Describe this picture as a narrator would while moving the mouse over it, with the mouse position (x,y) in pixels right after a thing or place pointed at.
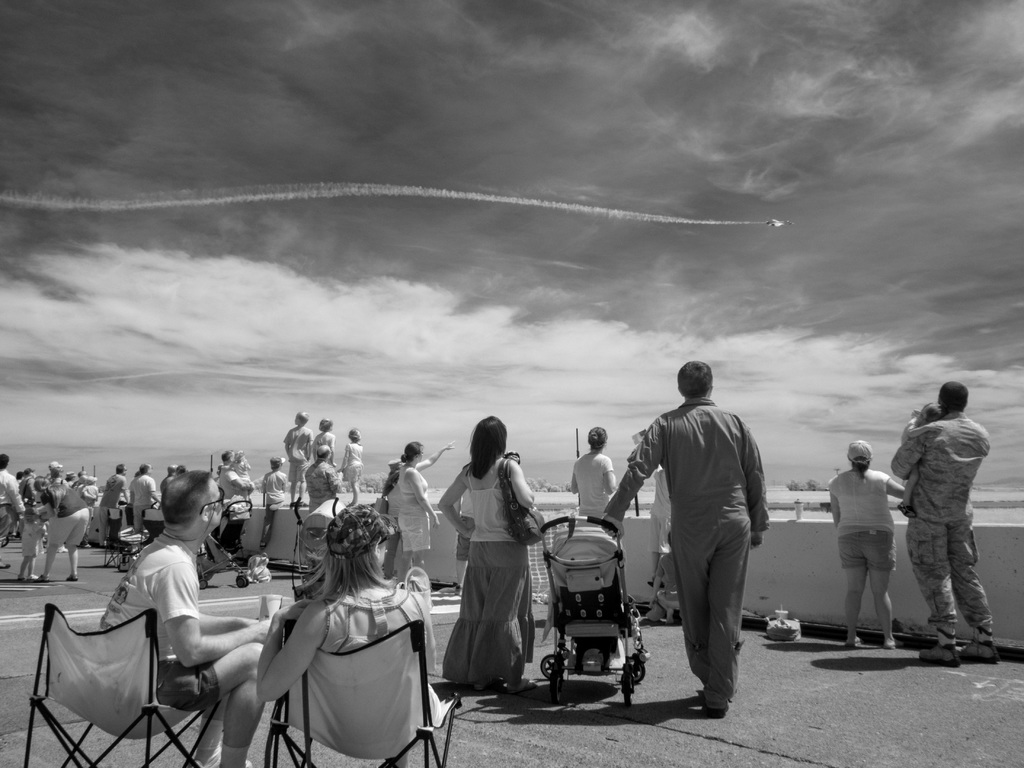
In this image, In the left side (149,710) there are some people (120,610) sitting on the chairs (317,692), In the middle (495,505) there are some standing and they are holding a small stroller (593,643), In the right side (938,496) there are some people (921,506) standing, In the background (162,358) there is a sky (768,329) which is in black color and there is a object (773,224) flying.
